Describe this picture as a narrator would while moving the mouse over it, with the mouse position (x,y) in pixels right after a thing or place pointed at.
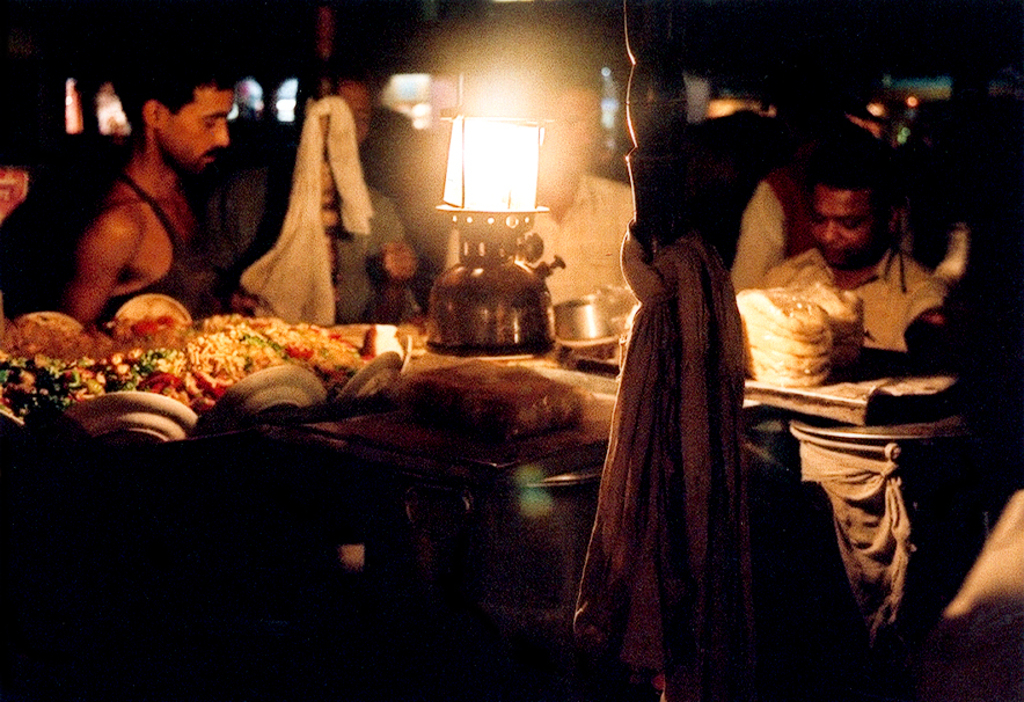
In this image I can see few persons (544,222) are standing on the ground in front of a table (421,444) on which I can see plates (156,425), food items (339,375) and so on. In the background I can see lights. This image is taken may be on a street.
